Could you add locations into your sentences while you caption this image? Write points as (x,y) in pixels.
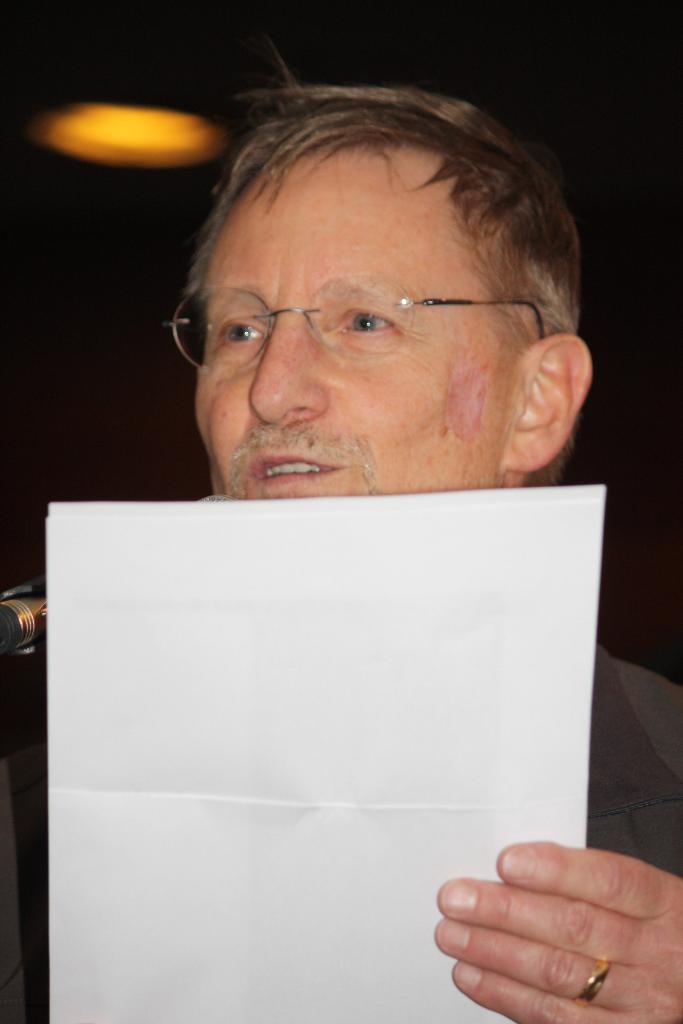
In this image I can see a person (664,827) holding papers (378,629). Back I can see a yellow light (147,155) and black background (111,258).
